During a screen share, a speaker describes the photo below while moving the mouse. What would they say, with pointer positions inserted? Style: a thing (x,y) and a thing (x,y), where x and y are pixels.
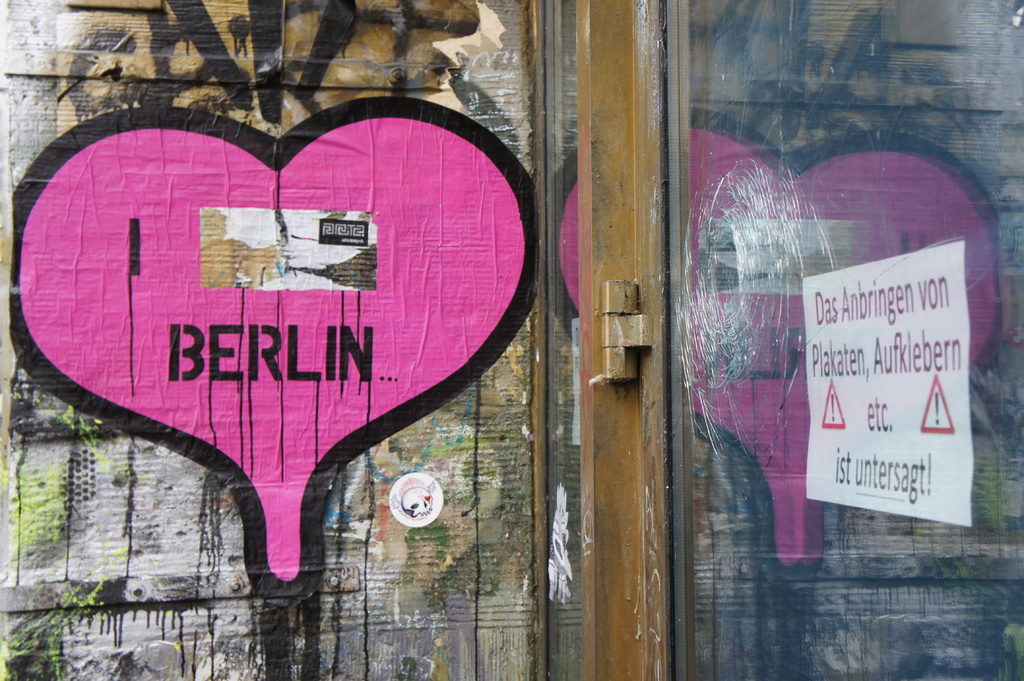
In this image I can see a wall painting (262,275) on a wall (373,483), glass (827,525), board (858,477) and a door (668,436). This image is taken may be during a day.
